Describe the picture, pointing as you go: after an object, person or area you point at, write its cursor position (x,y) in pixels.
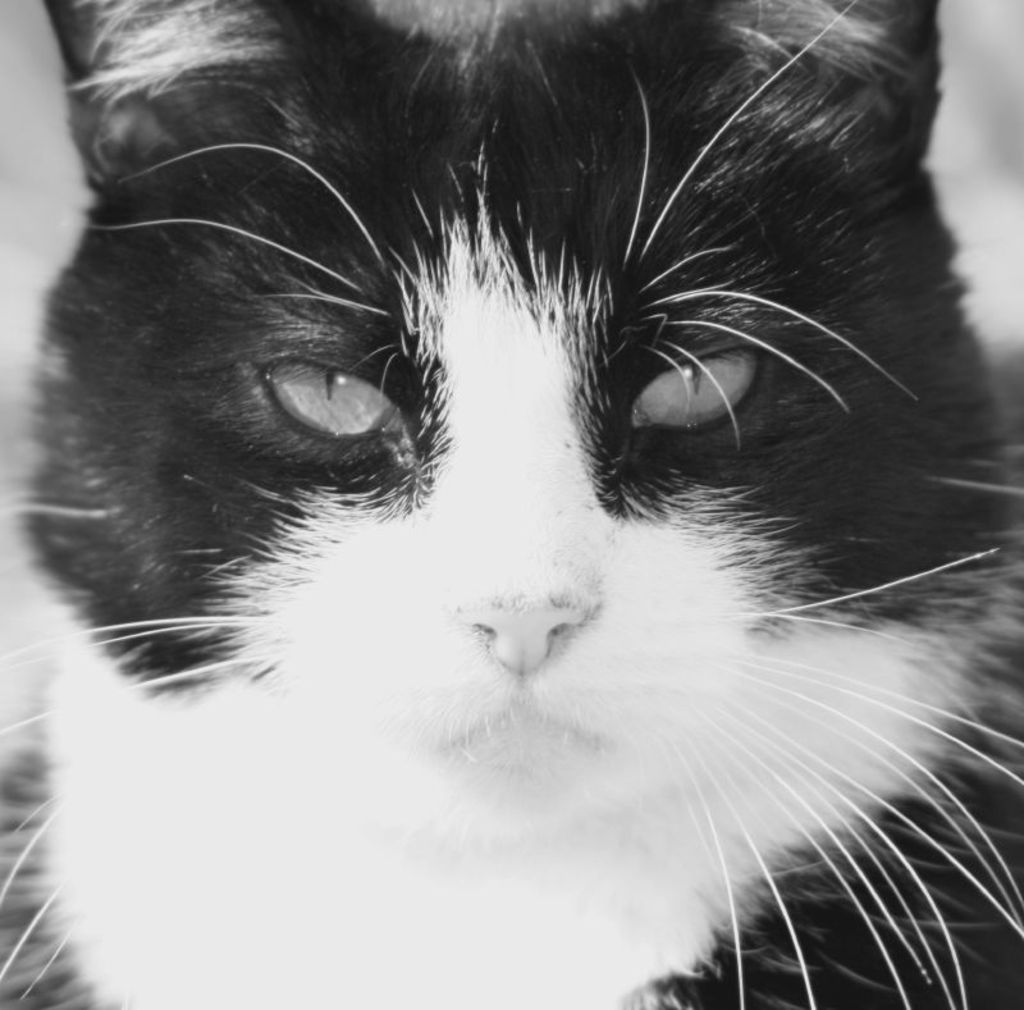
As we can see in the image there is a black and white color cat (624,439).
